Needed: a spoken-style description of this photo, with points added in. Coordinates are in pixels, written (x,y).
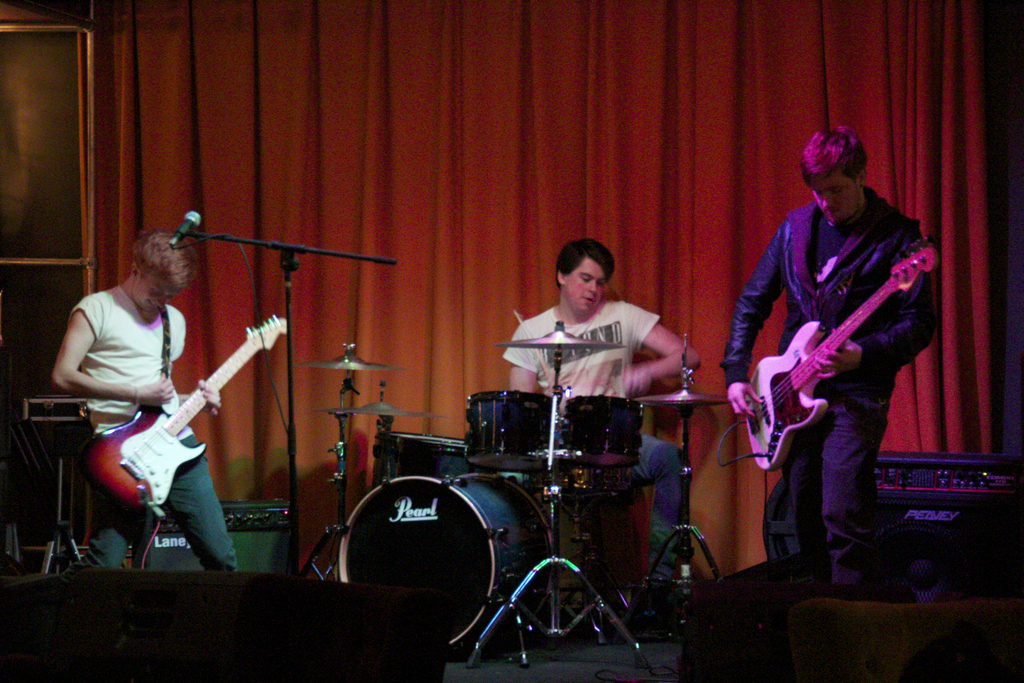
In this image we can see a man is sitting, and playing drums (596,463), here two persons (892,375) are standing, and playing the guitar (781,369), here is the microphone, here is the stand (292,254), at back (353,305) here is the curtain (292,222).
